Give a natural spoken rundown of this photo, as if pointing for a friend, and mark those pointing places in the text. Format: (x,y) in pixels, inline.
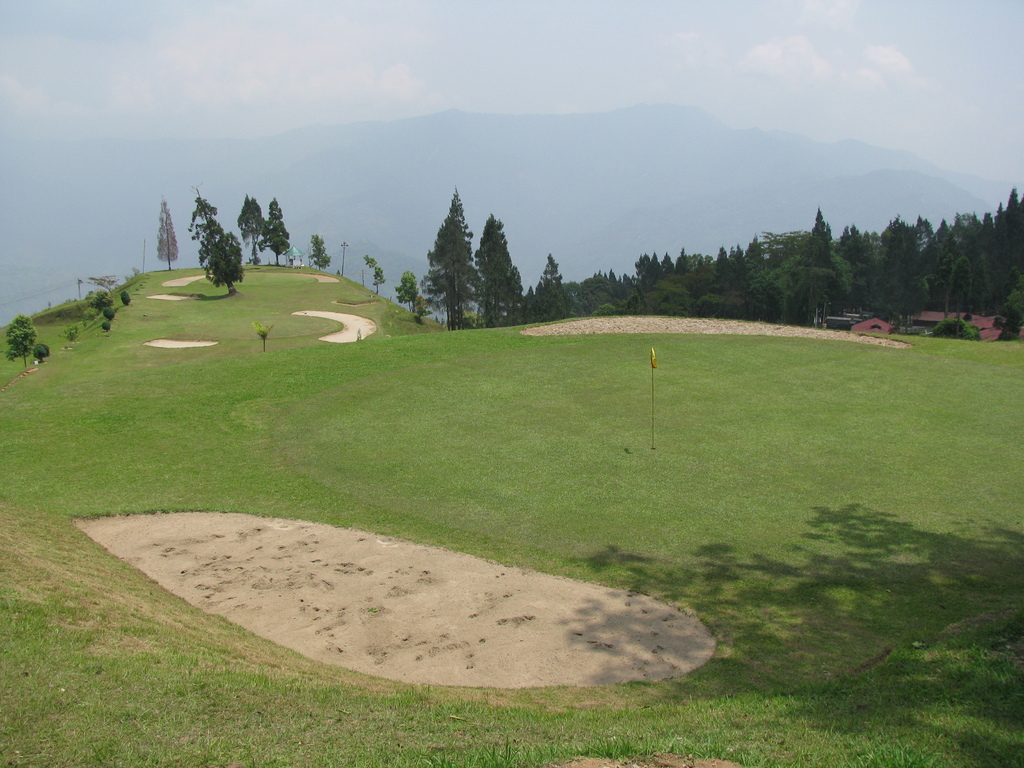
In the picture there is a ground (568,327), there are trees (883,316), there are houses (965,316), there are mountains (385,213), there is the sky (728,8).
